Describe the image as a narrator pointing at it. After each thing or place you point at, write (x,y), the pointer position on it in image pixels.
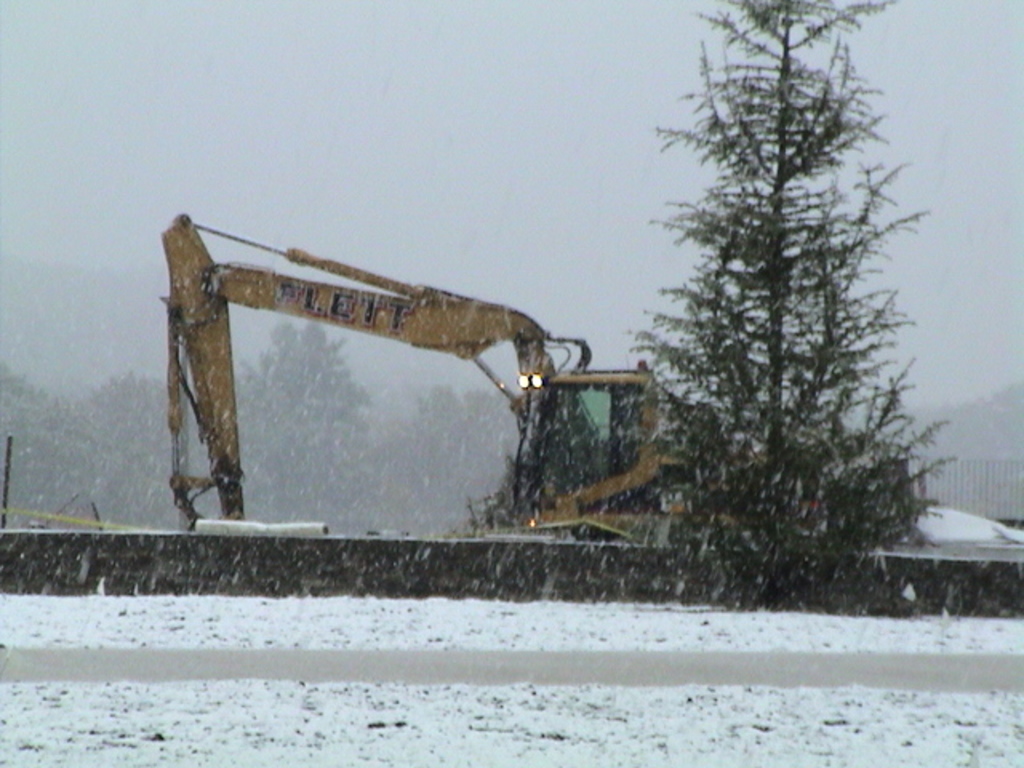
In this image I can see the snowfall (460,292). In the middle of the image (613,442) there is a bulldozer (180,346). On the ground (447,749), I can see the snow (557,739). In the background (45,413) there are many trees (710,458). At the top of the image (417,71) I can see the sky (280,107).
